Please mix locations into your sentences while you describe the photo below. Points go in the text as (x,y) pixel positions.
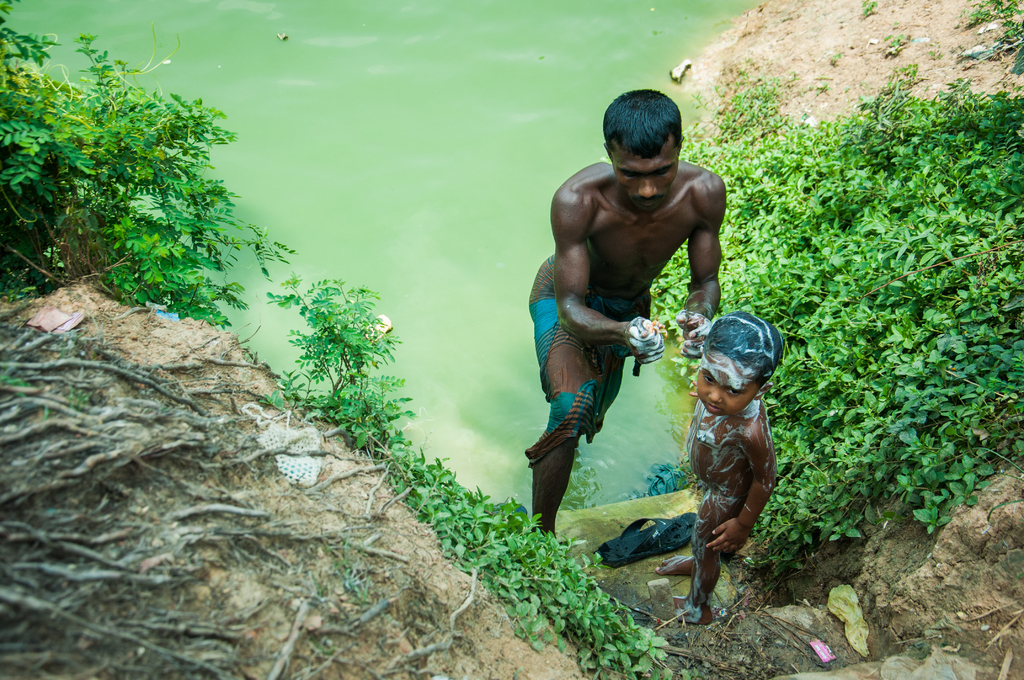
In the picture there is water (556,163), beside the water (459,135) there is a man (662,255) and a boy (775,343) present standing, beside them there are creepers (858,321) and plants (541,539) present.
